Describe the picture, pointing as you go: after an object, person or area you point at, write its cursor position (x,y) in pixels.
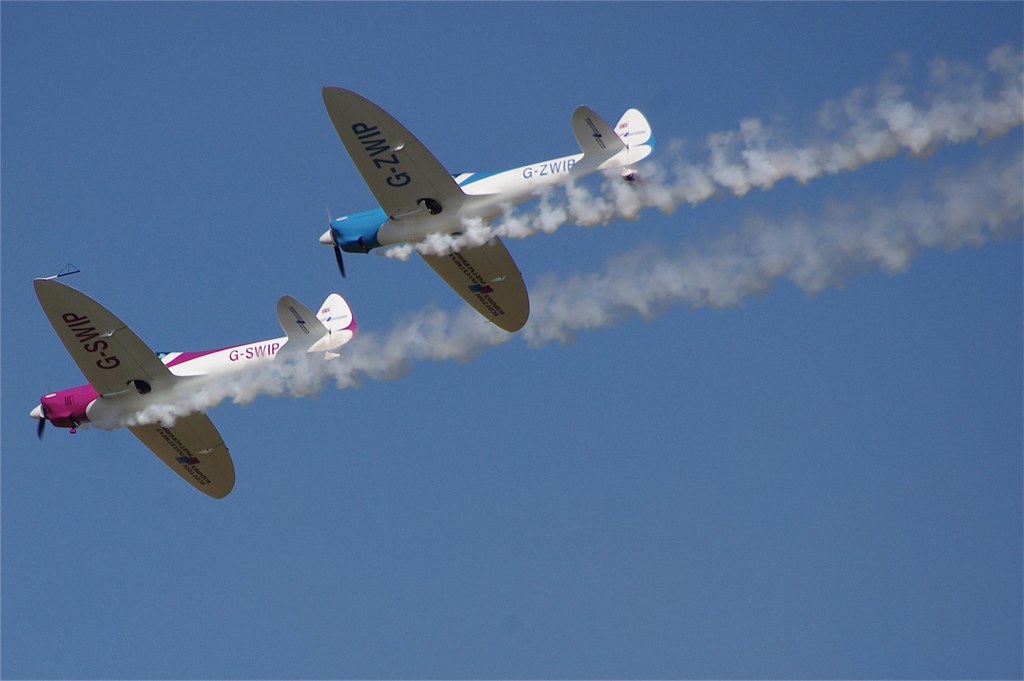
In this image we can see two planes (191,425) flying in the sky (542,346). We can also see the smoke (505,342).
